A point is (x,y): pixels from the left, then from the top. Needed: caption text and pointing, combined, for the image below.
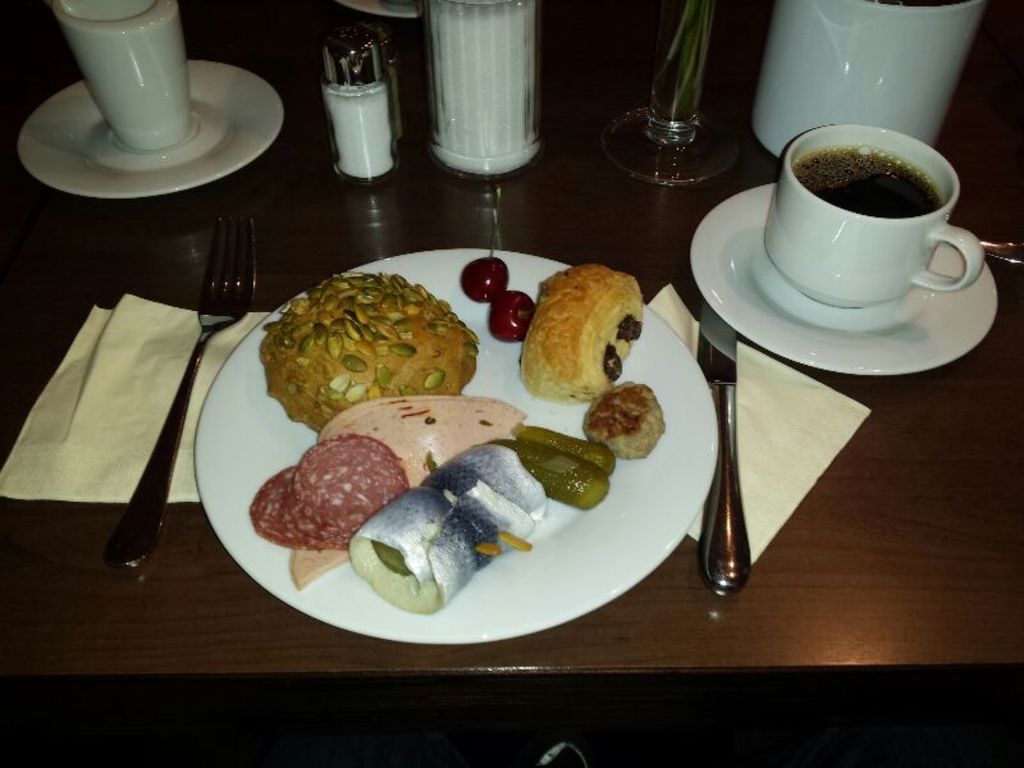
In this Image I can see a plate (692,472), in which there is a lot of food (424,349) and there is a fork (190,367) and a knife (728,497) and there are 2 tissues (756,451), a glass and a cup (822,209) and a saucer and these all are on a table (275,28).
